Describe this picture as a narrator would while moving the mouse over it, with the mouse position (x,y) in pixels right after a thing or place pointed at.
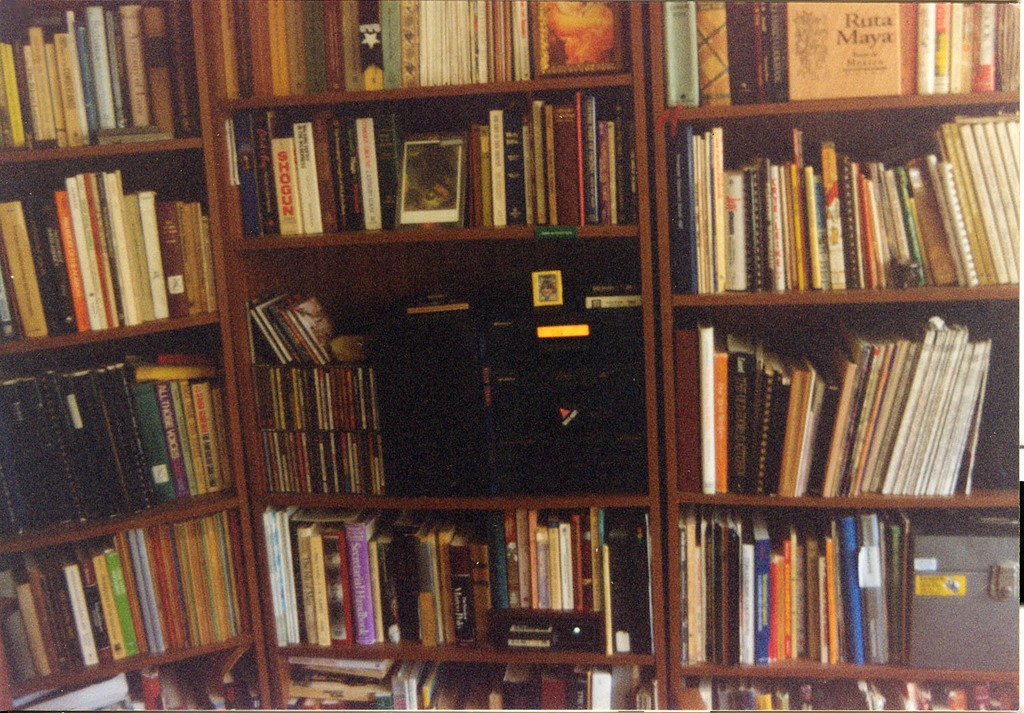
In the image there are cupboards (511,507) with racks (736,496). On the racks (851,503) there are books (762,578) and also there is a box (974,628) and a black color object (508,354) on the rack (536,233).
